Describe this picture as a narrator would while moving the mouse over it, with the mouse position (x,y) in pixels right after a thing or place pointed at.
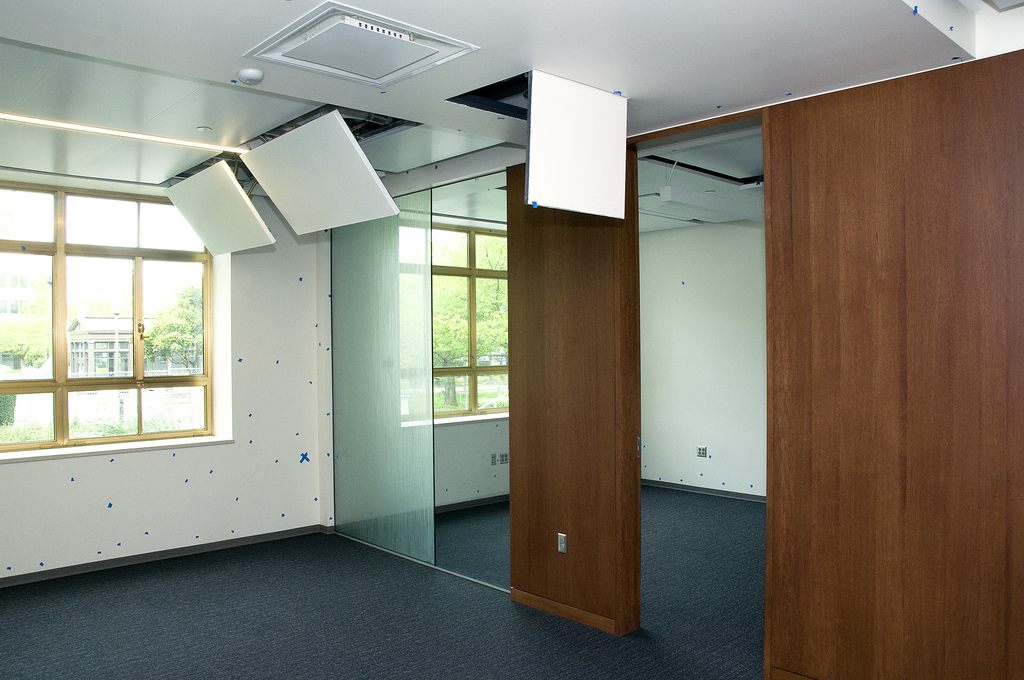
In this image there are walls (686,447), glass (374,432), windows (85,246), carpet (335,570) and objects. Through the windows (101,299) I can see trees (444,349) and a building (94,368).
